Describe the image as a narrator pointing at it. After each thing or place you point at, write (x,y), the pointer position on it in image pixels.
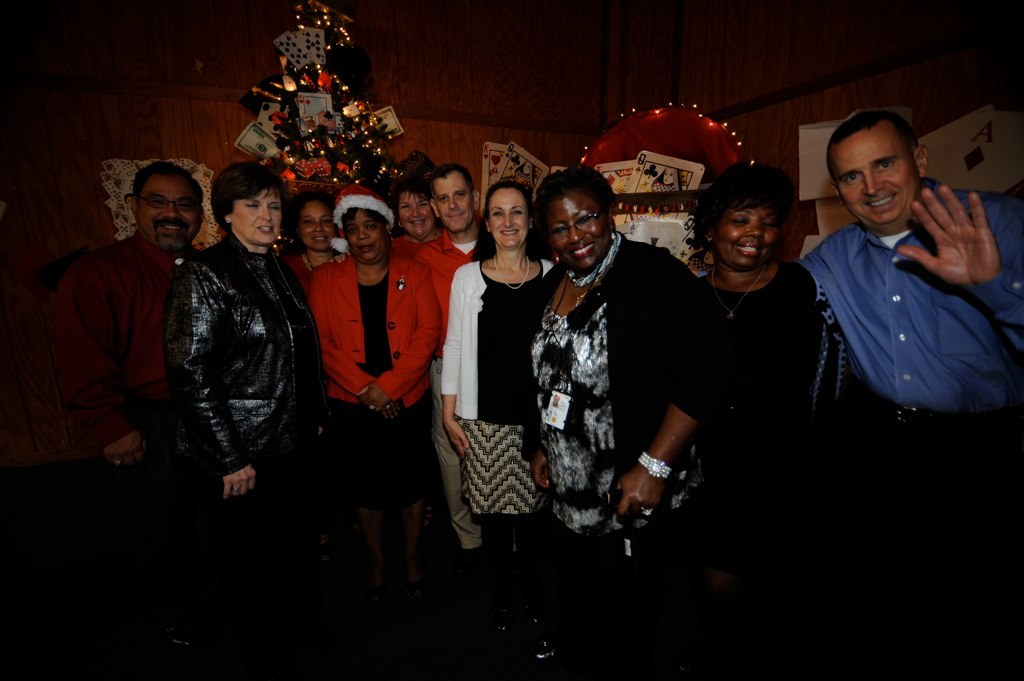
There are group of people (399,318) standing here. All are having a smile on their faces (167,243). There are some women (519,327) and men (938,341) in this group (433,292). Behind them there is a christmas tree (327,112) decorated with lights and some large cards (666,172) on the wall (85,112). We can observe a wall (544,107) in the background (186,108).
